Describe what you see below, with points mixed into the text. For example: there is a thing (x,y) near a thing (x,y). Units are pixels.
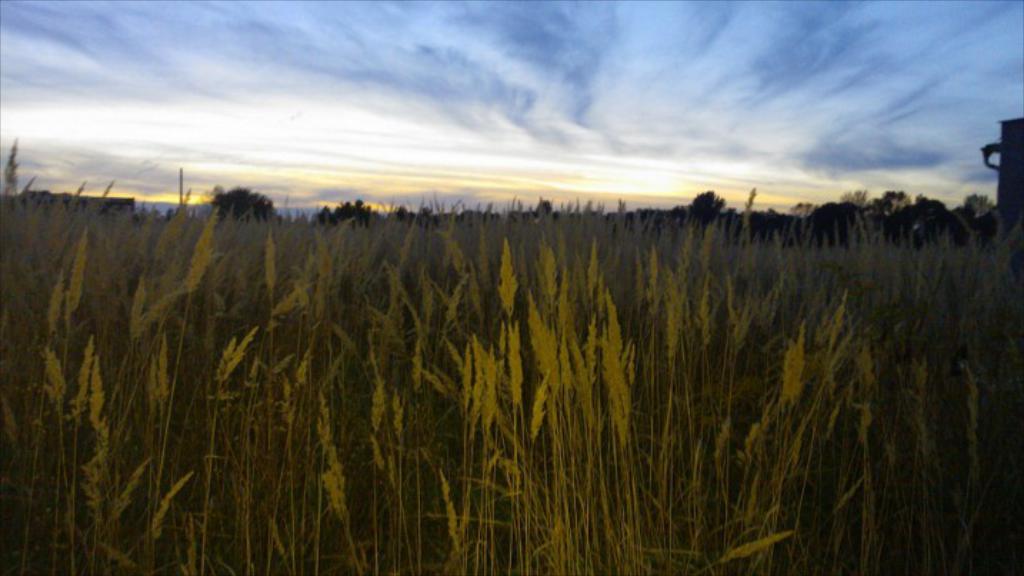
In this image we can see a field (467,330). In the background (401,206) there are trees (808,228) and sky (646,162).
